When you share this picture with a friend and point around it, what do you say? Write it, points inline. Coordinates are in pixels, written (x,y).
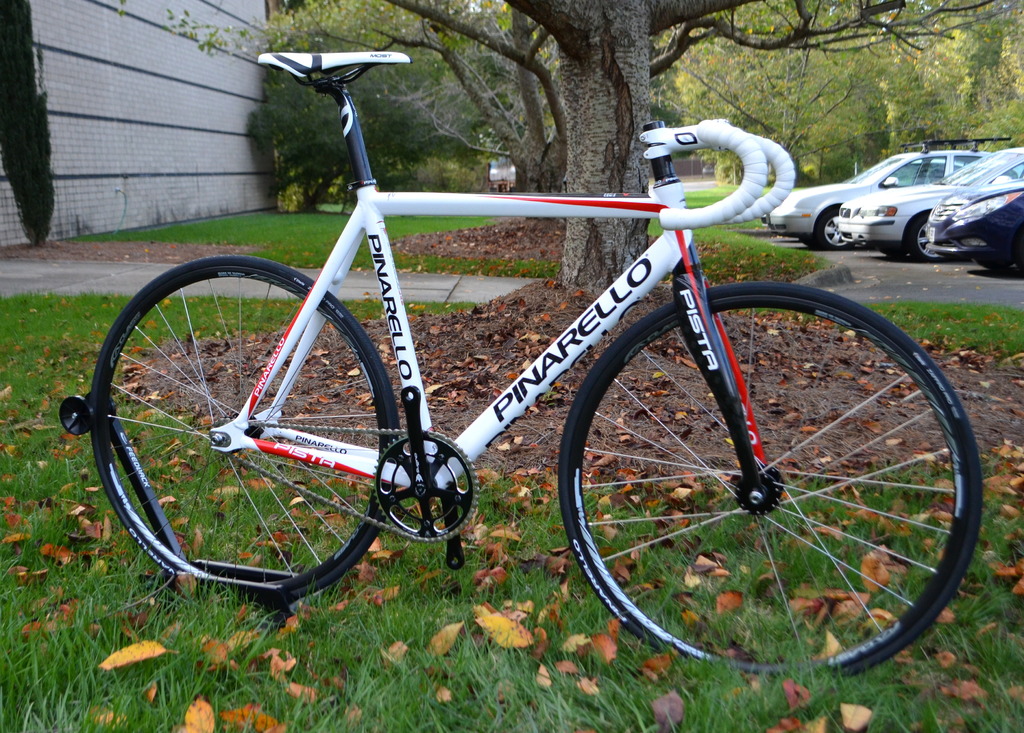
In this image, we can see the ground (549,501) covered with grass (507,655) and dried leaves (549,682). We can see a few vehicles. There are a few trees (462,147). We can see the wall (142,91).
